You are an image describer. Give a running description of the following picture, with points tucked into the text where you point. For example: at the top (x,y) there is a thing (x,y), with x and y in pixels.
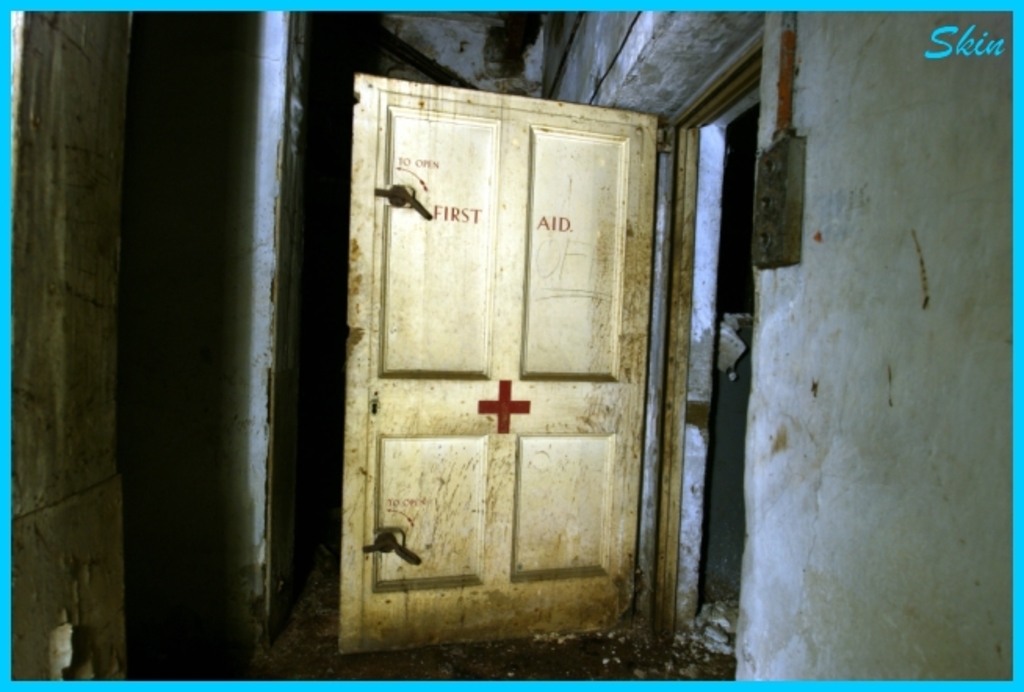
In this image I can see a white colour door (357,293) in the centre (645,376) and on it I can see something is written. I can also see a red colour sign (520,400) on the centre of the door (477,404). On the top right corner of this image (953,34) I can see a watermark (976,54).
